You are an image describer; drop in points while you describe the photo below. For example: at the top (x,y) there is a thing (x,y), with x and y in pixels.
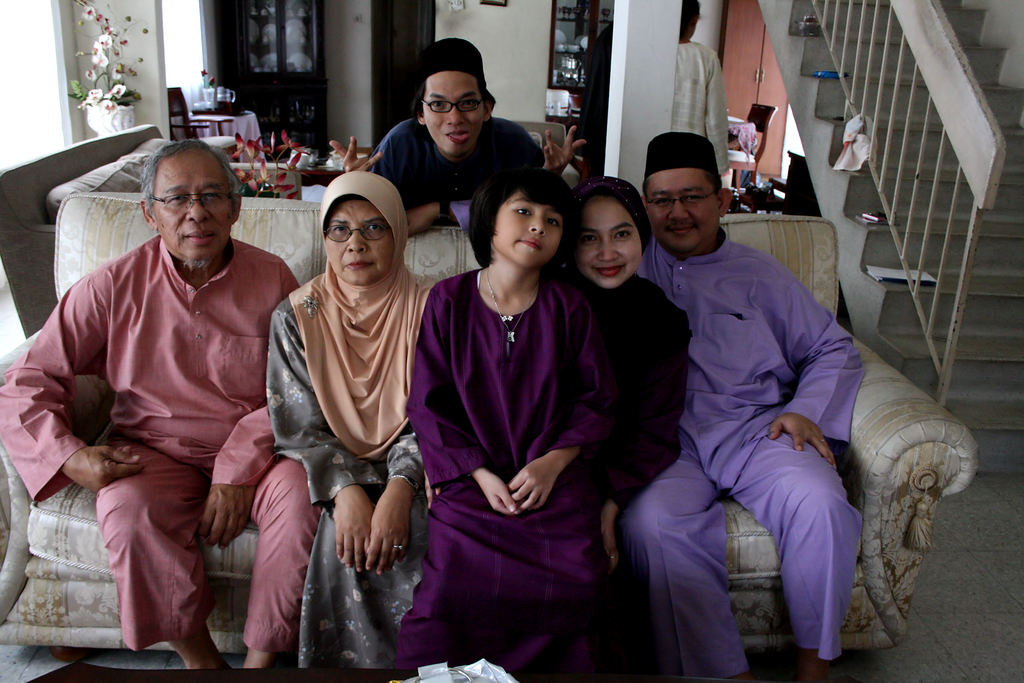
In this image I can see people (410,320) sitting on a couch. A person (410,158) is present behind them. There is a flower pot (98,75) on the left (98,112). There is a white pillar (630,140), a person (688,57) and cabinets (735,13) at the back (692,55). There are stairs (949,296) and railing (918,268) on the right (928,266).
